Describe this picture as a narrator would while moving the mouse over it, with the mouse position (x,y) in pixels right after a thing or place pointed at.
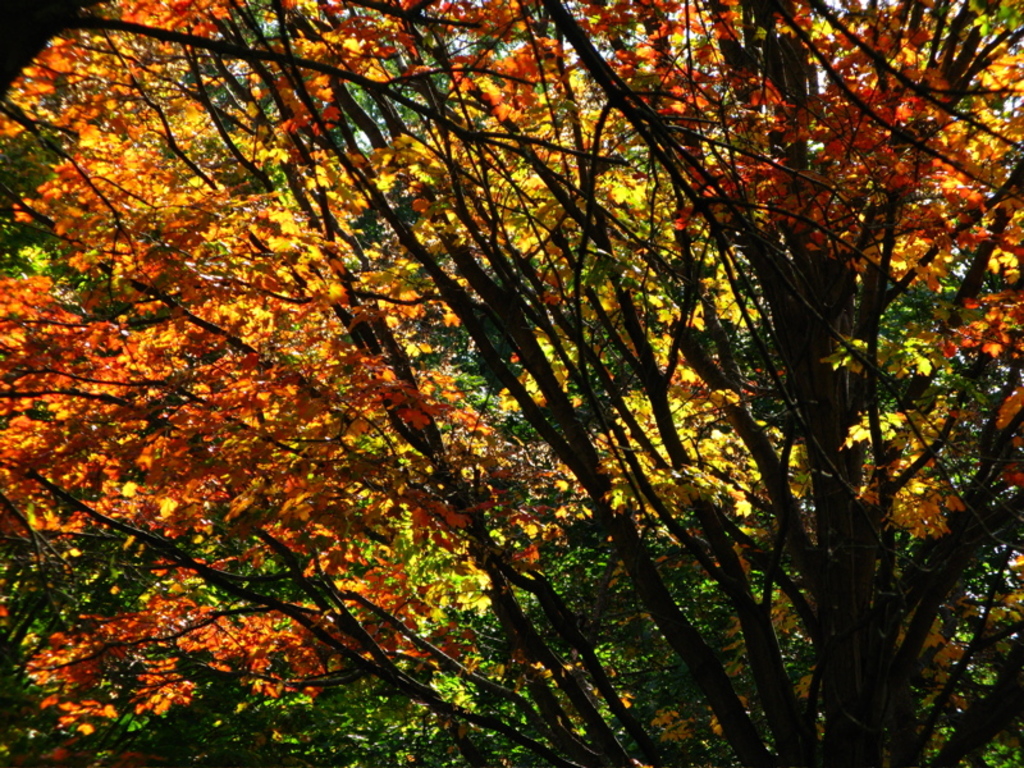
In this image there is a tree (443,436). There are leaves (245,307) to the tree (284,406).
